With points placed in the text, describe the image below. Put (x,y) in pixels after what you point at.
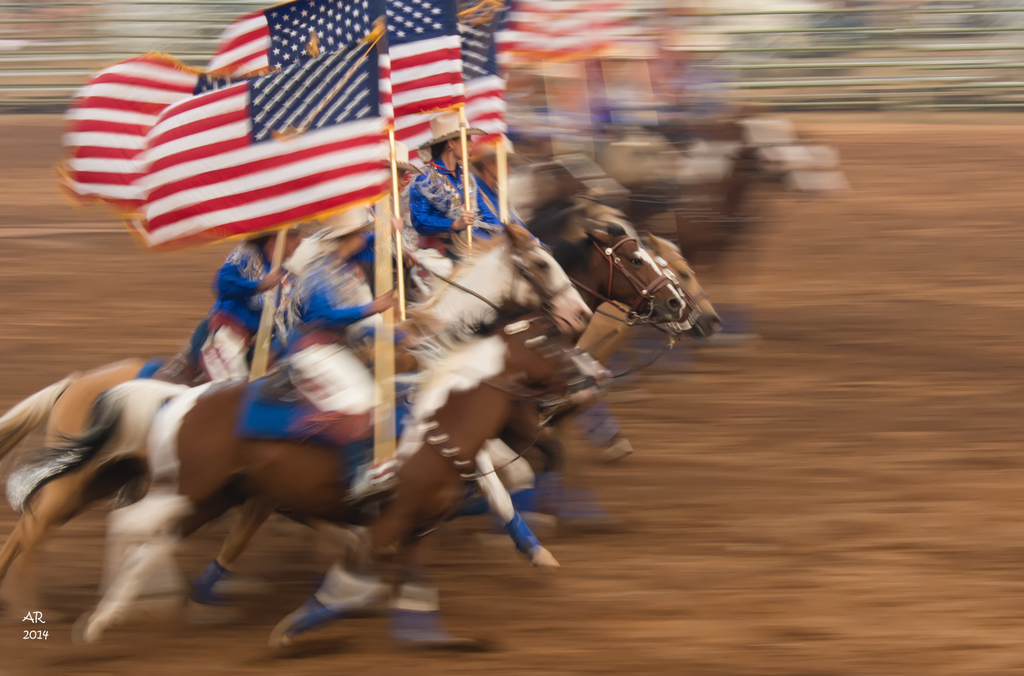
In this image there are some people (354,451) sitting on horses (444,276) and riding and they are holding poles (381,320) and flags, and there is a blurry background (854,81).
